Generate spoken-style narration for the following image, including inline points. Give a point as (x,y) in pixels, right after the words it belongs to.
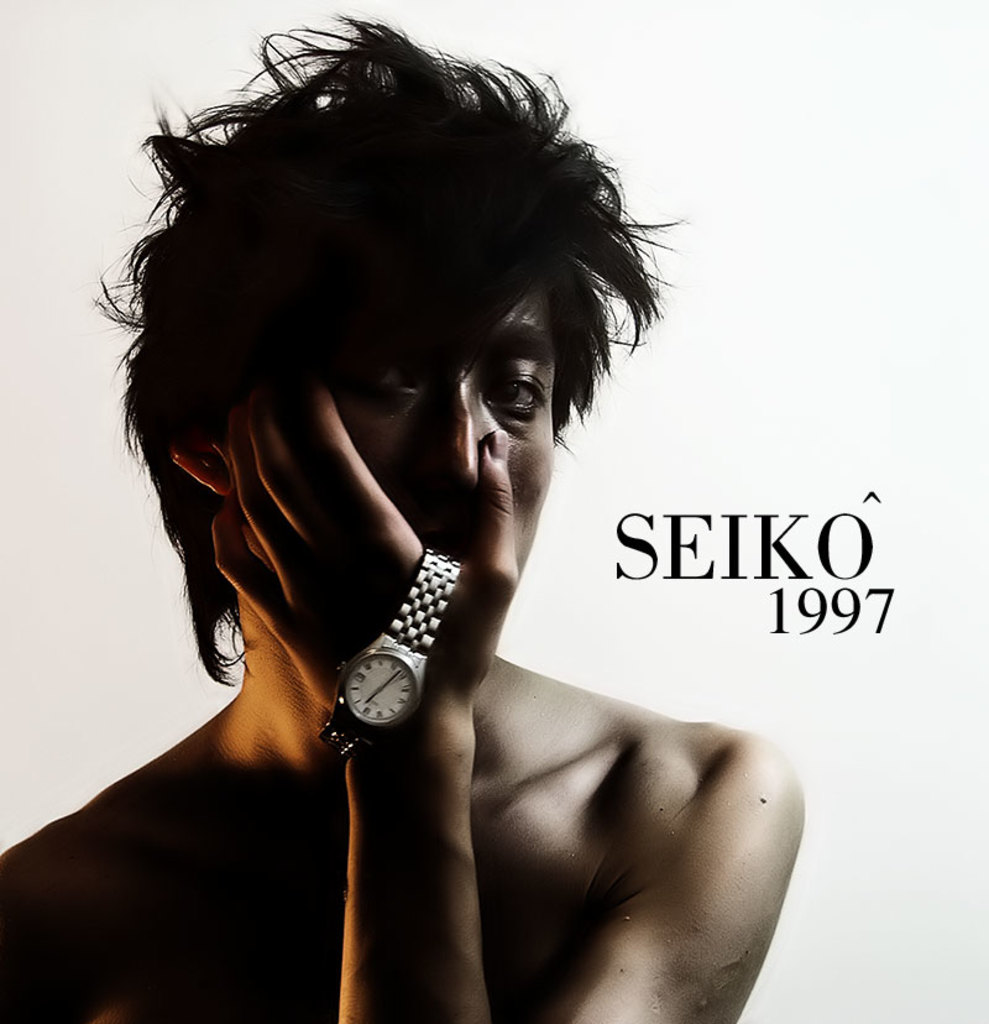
In this image I can see the person (523,705) and I can see something is written on the image and the background (757,46) is in white color.
